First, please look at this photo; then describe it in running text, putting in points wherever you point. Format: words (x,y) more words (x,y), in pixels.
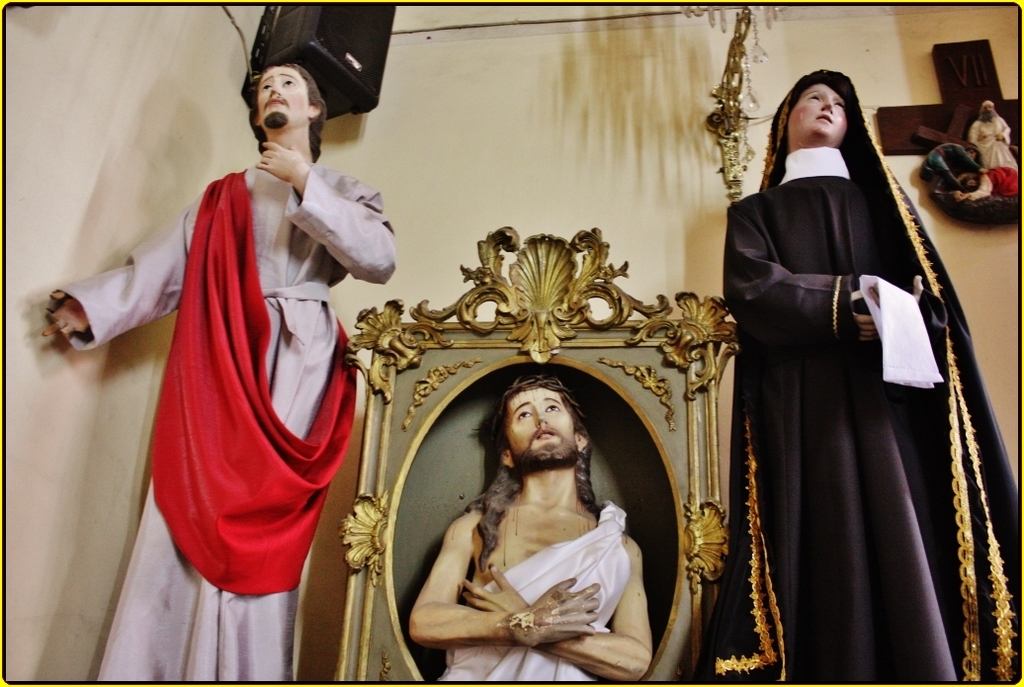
In this image I can see three persons statues (738,339), speaker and a wall (120,166). This image looks like a photo frame.
